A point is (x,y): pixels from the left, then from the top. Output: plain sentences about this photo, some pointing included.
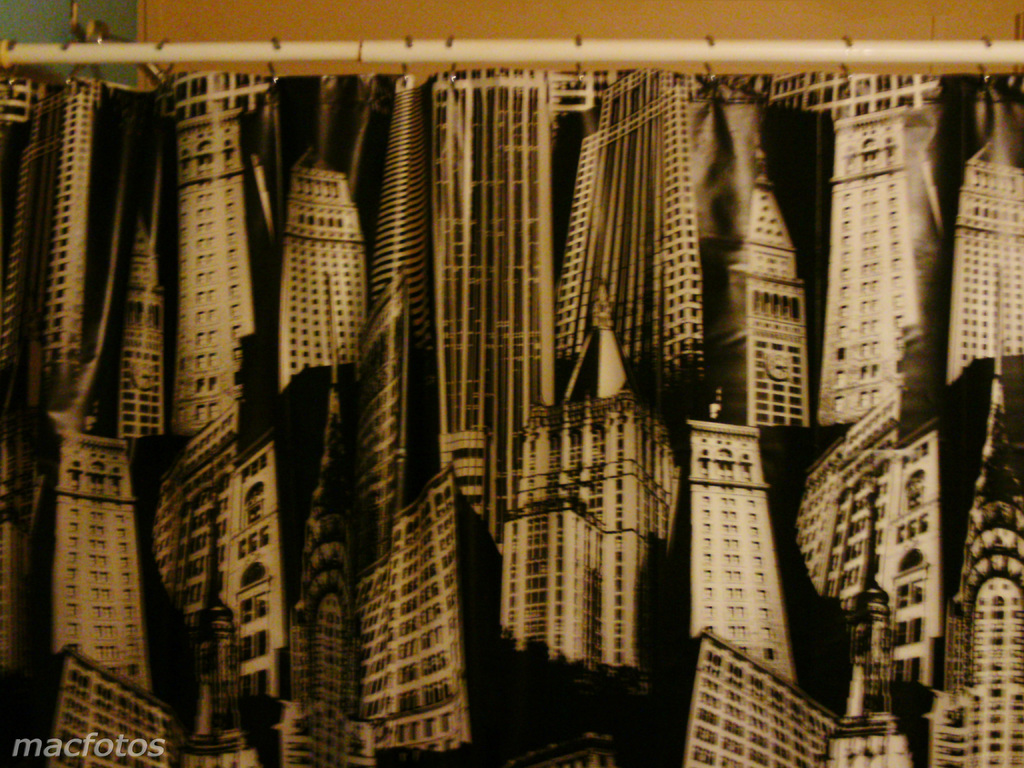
In this picture, at the top (769,46) there is rod (769,46) and poster (186,97) are attached to it.
